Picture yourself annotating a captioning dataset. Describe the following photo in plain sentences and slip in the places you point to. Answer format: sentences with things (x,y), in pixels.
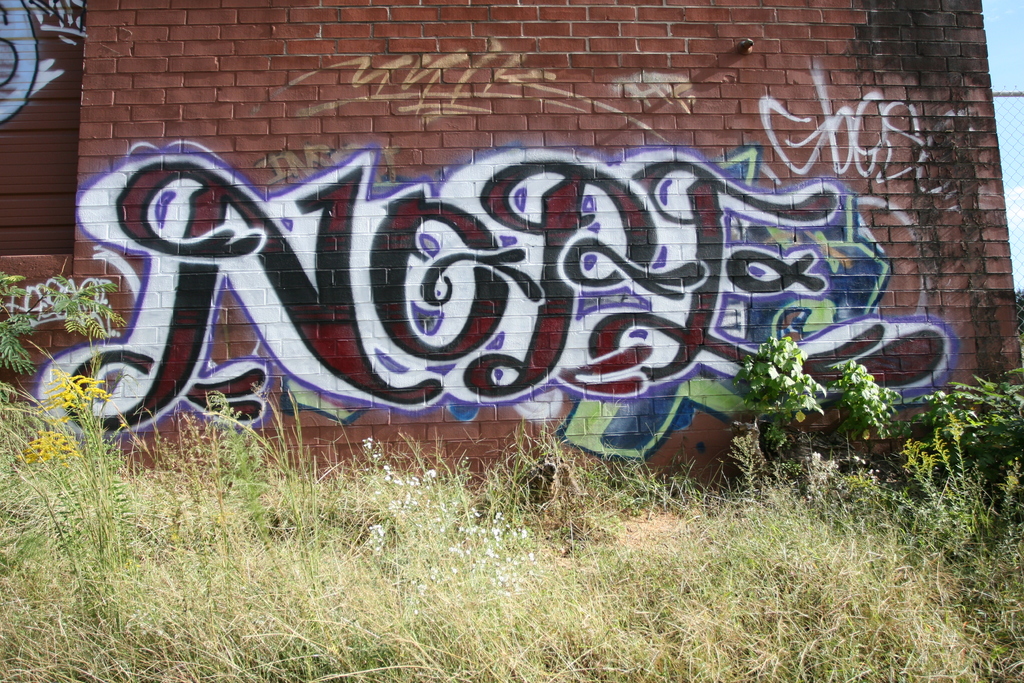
In the picture I can see wall (439,295) which is painted on it, in front of the wall (548,247) there is a grass (414,656).
